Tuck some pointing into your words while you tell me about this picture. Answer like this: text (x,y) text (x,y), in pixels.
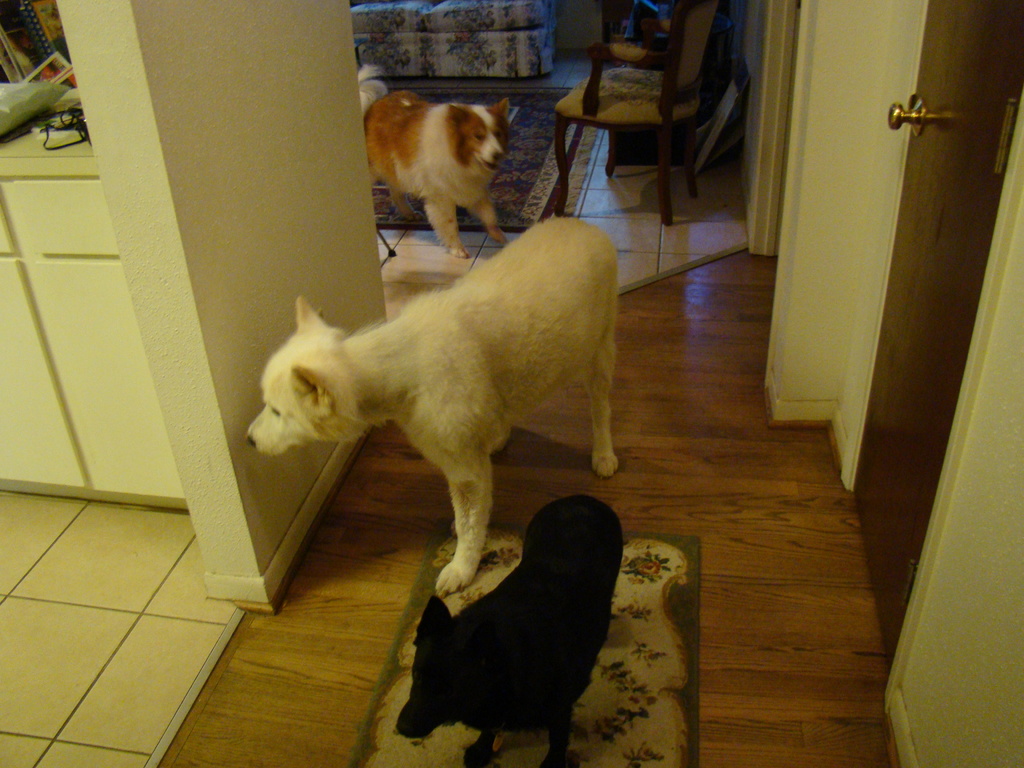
In this picture we can see three dogs (461,333), carpets (517,142), a chair (594,92), couch (485,59) and some objects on the floor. On the right side of the image (902,207), there is a door (971,199). On the left side of the image (248,290), there is a wall (161,295). In the top left corner of the image (44,131), there are some objects (27,118) on the platform (39,133).
